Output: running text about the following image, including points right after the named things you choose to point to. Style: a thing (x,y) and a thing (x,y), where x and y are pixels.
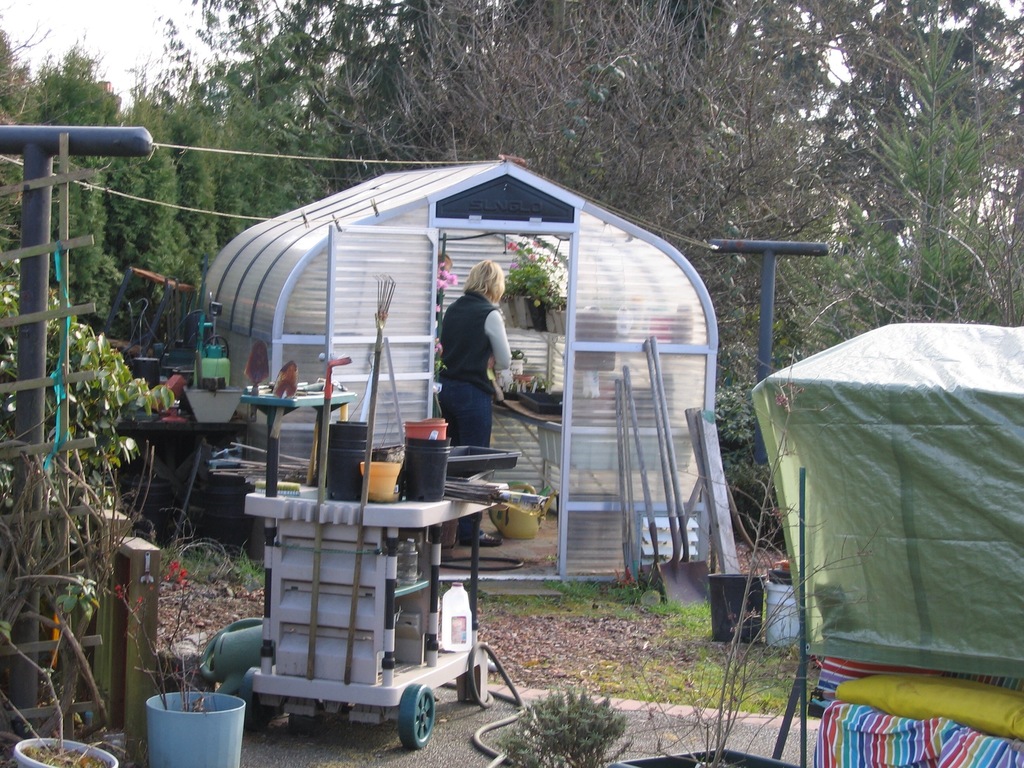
In this picture we can see few plants (529,277) and a woman (462,387) in the room (589,435), beside to her we can find few trees (71,110), metal rods (124,132), bucket (748,599), cart (411,593) and a pipe (502,664).
